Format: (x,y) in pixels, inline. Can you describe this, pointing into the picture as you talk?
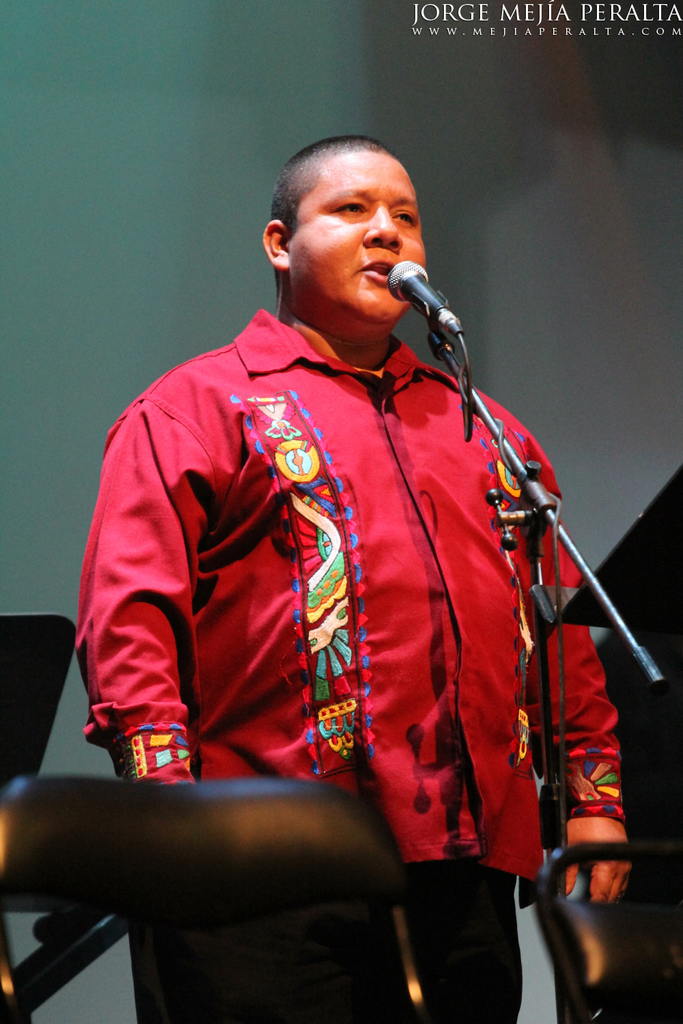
In this image, we can see a person (406,541) wearing clothes (372,577) and standing in front of the mic (444,325). There is a seat (344,805) in the bottom left of the image (125,861).
